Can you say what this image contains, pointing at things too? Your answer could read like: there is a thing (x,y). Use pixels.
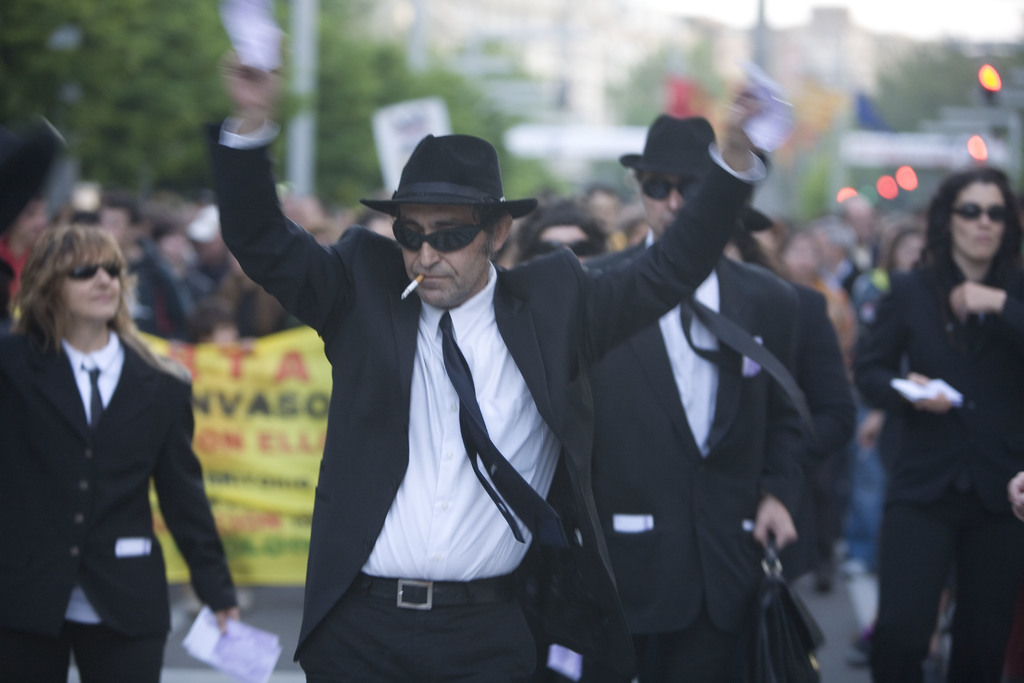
There is a person (435,406) in black color coat (627,256) holding currency (252,20) with both hands (250,116) and stretched his both hands (250,79) up. In the background (835,290), there are persons (883,326), some of them are holding some objects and walking on the road (854,637), there are trees (466,117), buildings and there is sky (735,1).
